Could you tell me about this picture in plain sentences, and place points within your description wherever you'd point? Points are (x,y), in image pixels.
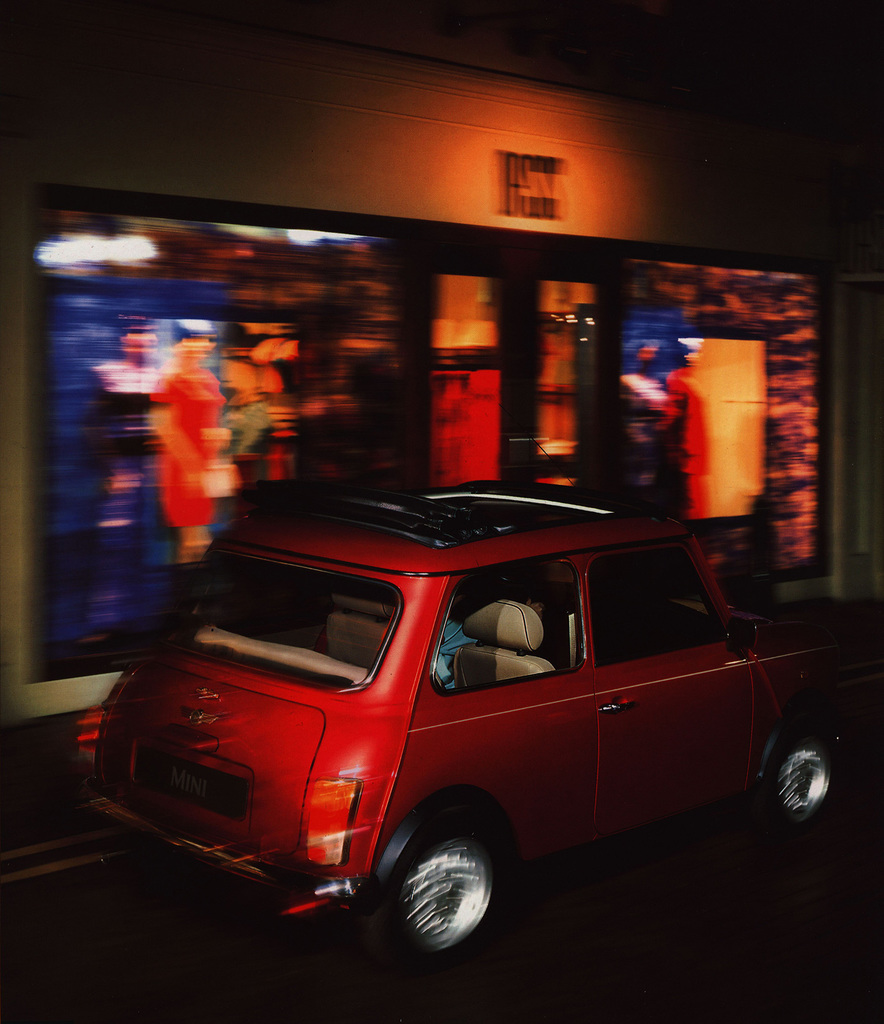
There is a red color vehicle (511,532) on the road (706,874) near store (778,330). In the background (658,270), there are display windows (669,281) on the wall (677,159). And the background (177,62) is dark in color.
